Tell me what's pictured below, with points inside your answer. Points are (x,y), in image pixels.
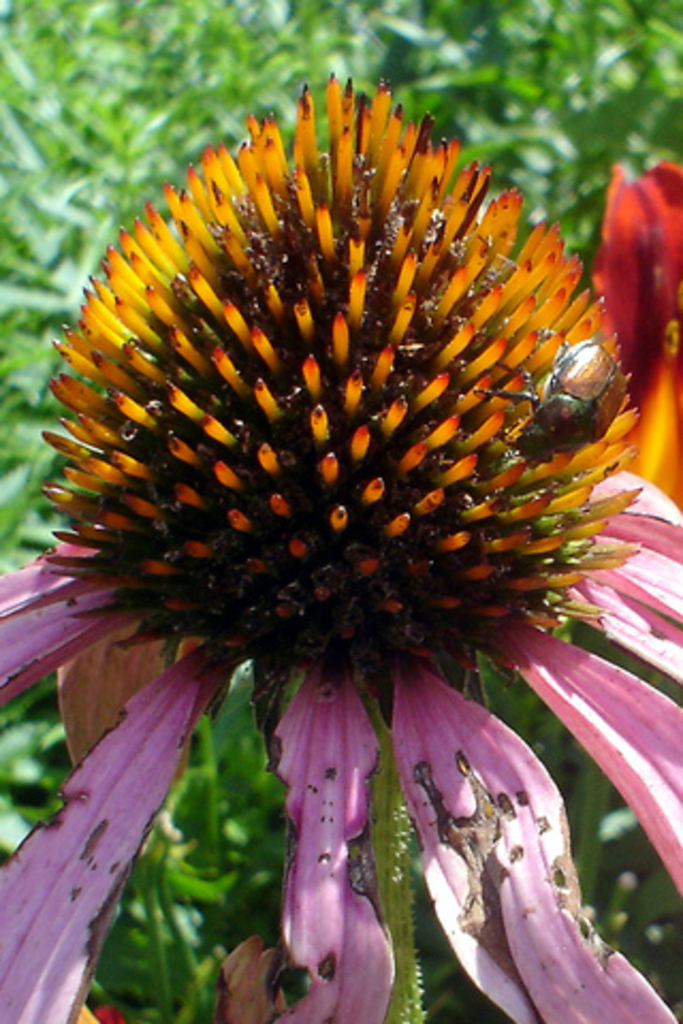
In this image I can see the flower (304,437) to the plant (221,549). The flower (301,381) is in orange and pink color. In the back (173,101) I can see few more plants (98,140).
